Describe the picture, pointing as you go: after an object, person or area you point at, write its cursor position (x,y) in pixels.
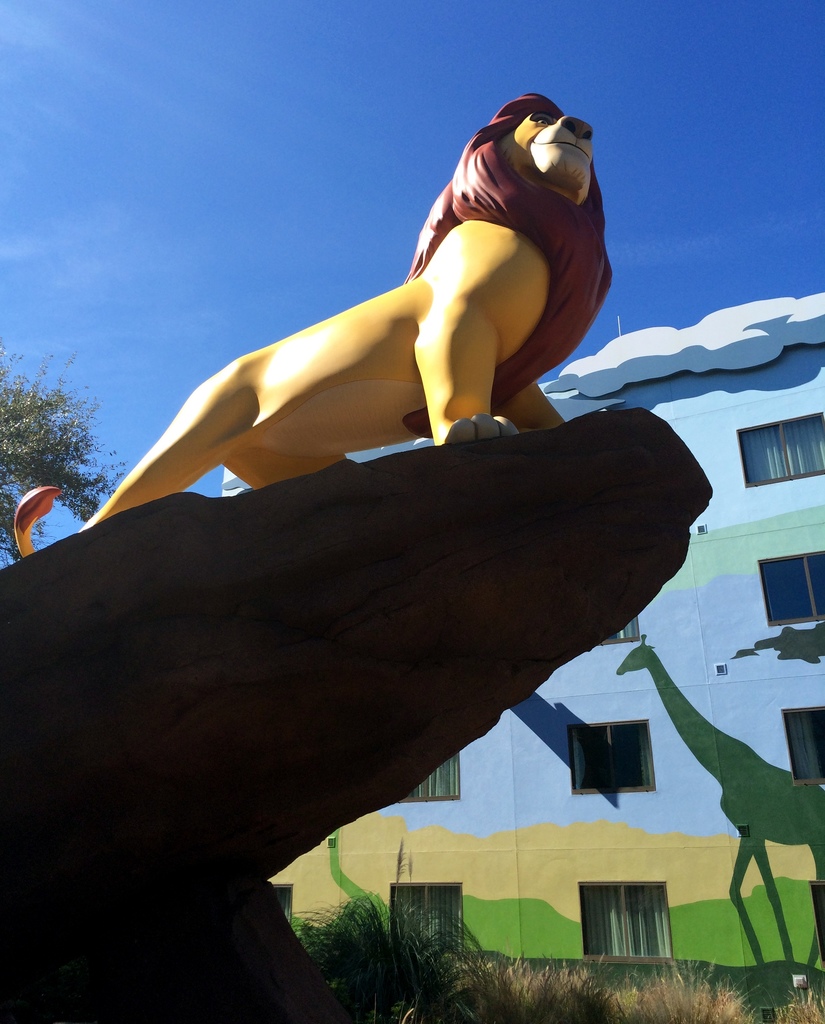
In the image I can see sculpture of a lion (360,424). In the background (3,482) I can see a tree (9,462), a building (749,844), the sky (354,150), the grass (373,945) and some other objects (278,669).
